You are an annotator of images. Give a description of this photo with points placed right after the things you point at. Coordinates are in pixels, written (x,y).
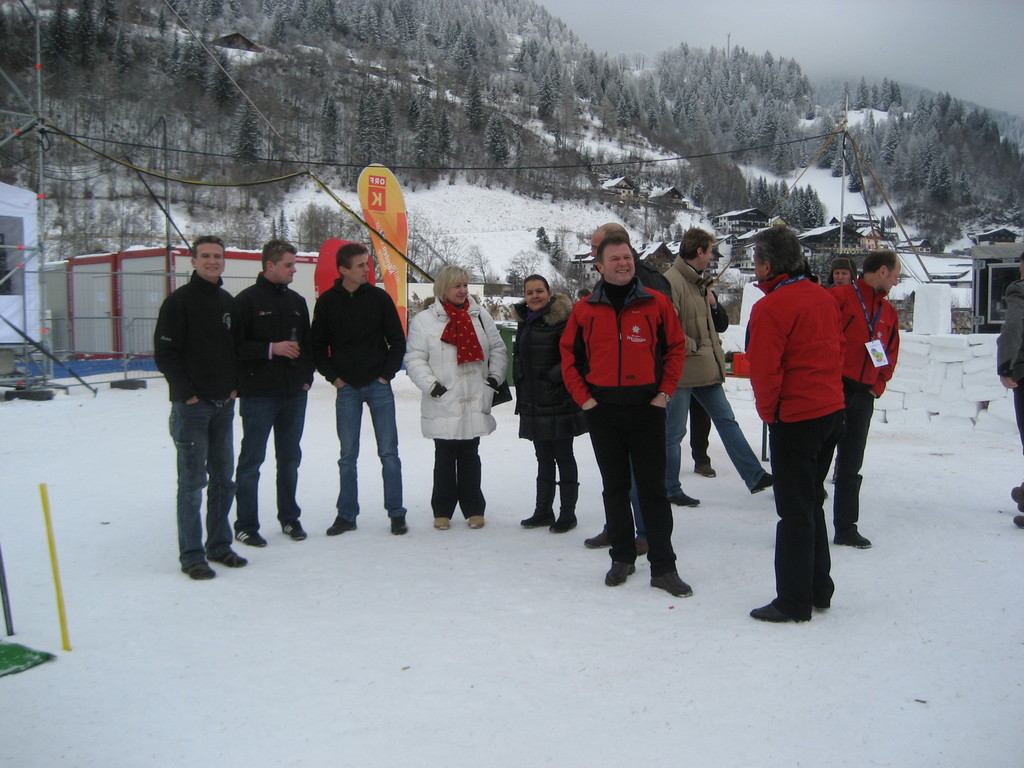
In the center of the image (491,400) a group of people (461,307) are standing. At the bottom of the image (560,692) snow (606,666) is there. In the background of the image (253,226) we can see the poles (167,185), wires (789,141), huts (848,236), trees (773,132) are present. At the top of the image (805,32) sky (818,24) is there.
